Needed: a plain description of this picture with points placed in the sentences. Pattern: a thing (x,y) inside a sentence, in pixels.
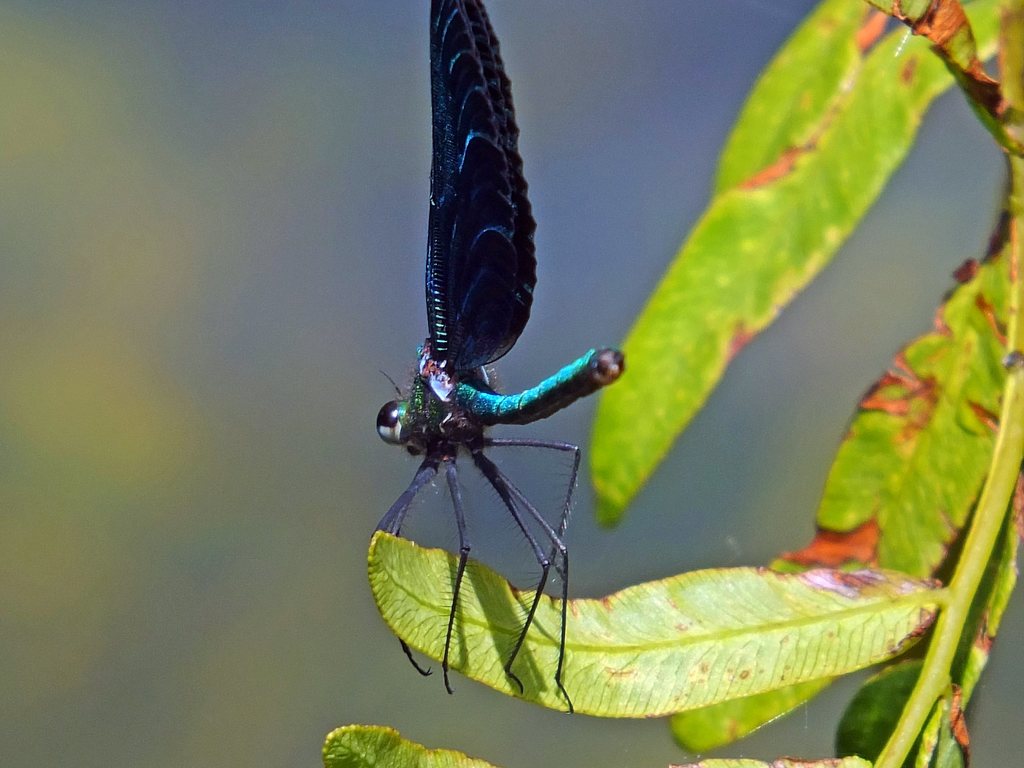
In this image, we can see some green leaves (934,434), there is an insect (485,442) on the leaf (515,605), there is a blurred background (271,235).
